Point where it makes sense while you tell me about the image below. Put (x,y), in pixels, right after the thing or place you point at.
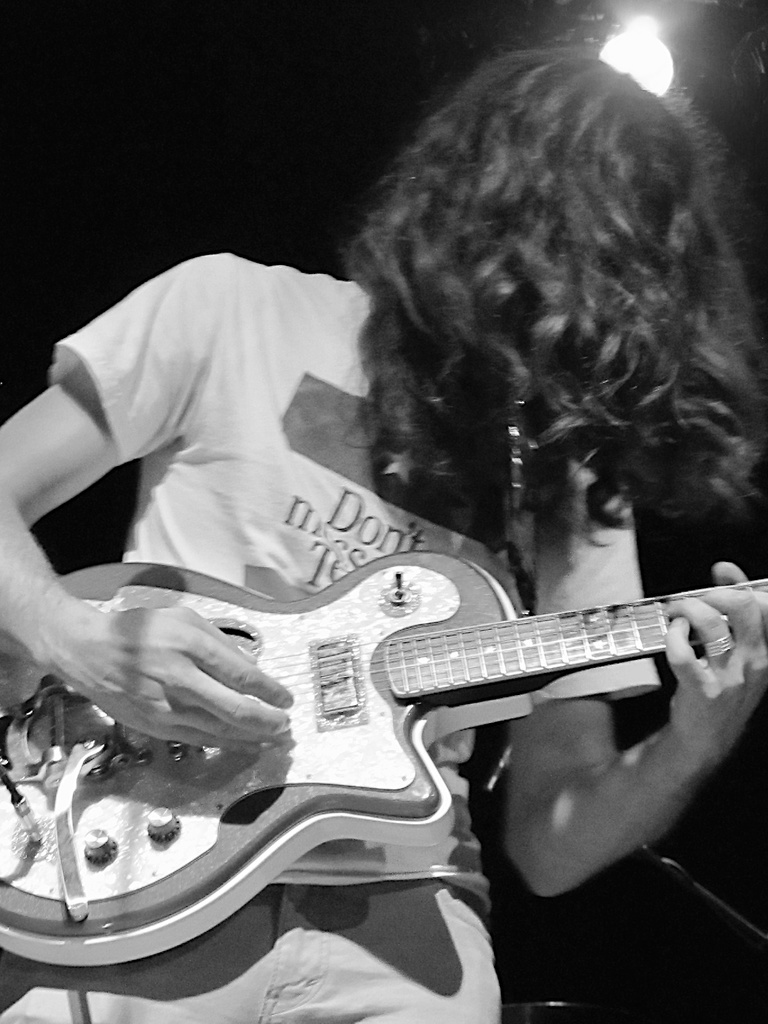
A black and white picture. A person (296,929) is playing this guitar (353,701). On top (642,65) there is a focusing light (636,58).
